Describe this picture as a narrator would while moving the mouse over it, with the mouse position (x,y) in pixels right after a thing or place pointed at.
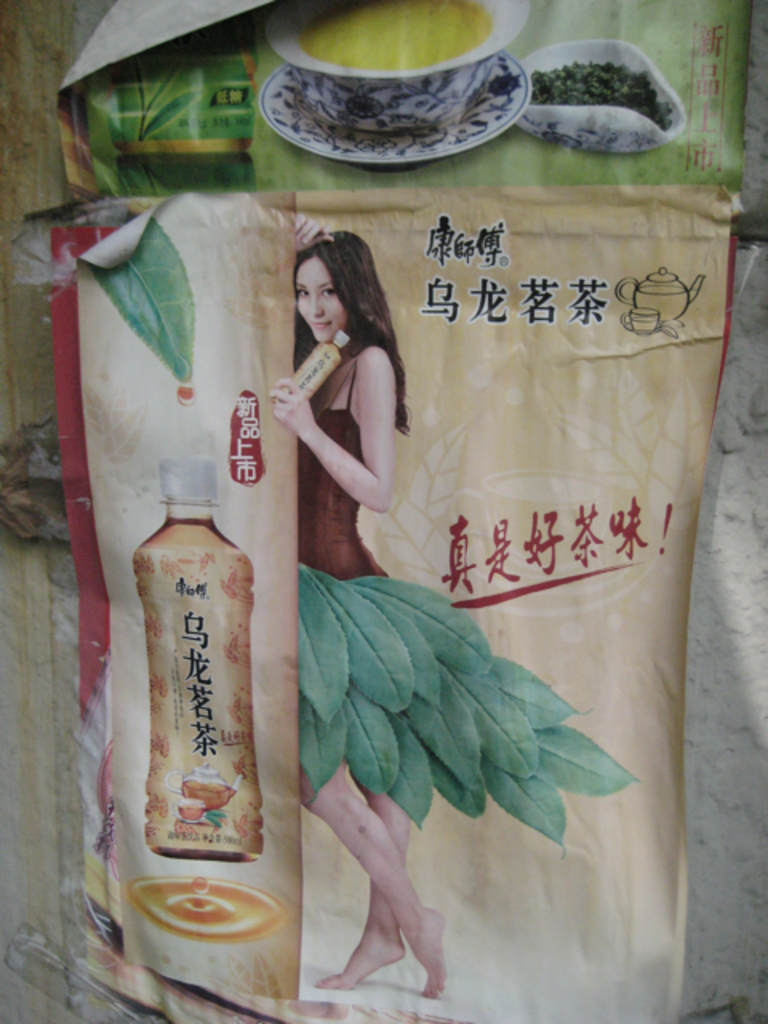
In this image we can see posters (664,419) placed on the wall (27,663).
